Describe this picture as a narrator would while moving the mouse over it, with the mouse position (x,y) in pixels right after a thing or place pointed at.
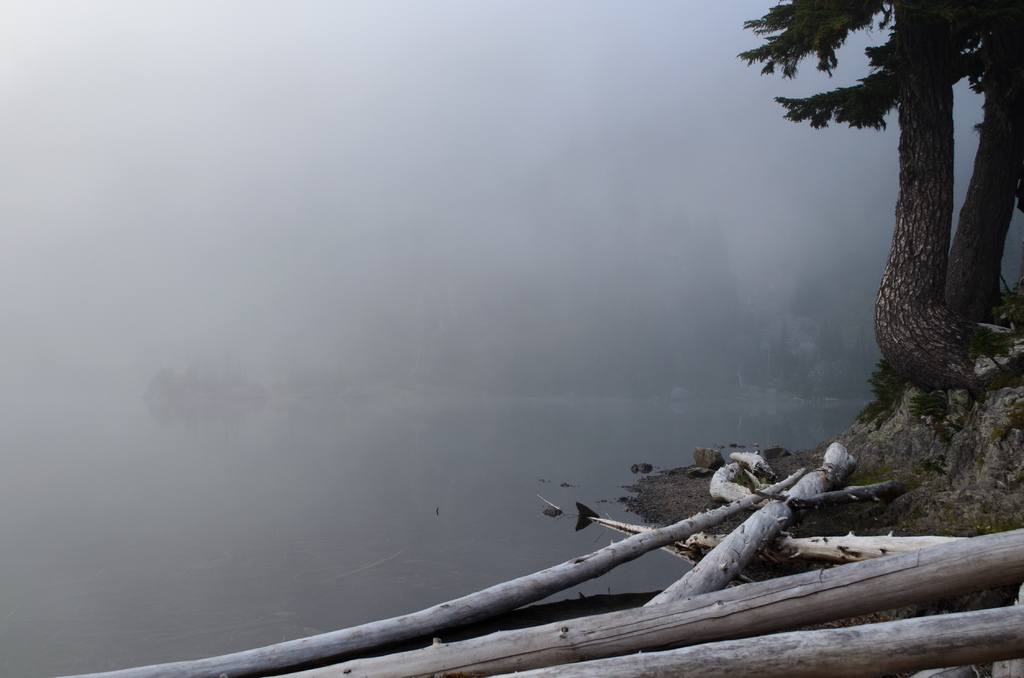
On the right side of the image (849,649) we can see wooden sticks (873,595) and trees (949,119). In the background (727,422) there are trees (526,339), water (312,474) and sky (252,118).
